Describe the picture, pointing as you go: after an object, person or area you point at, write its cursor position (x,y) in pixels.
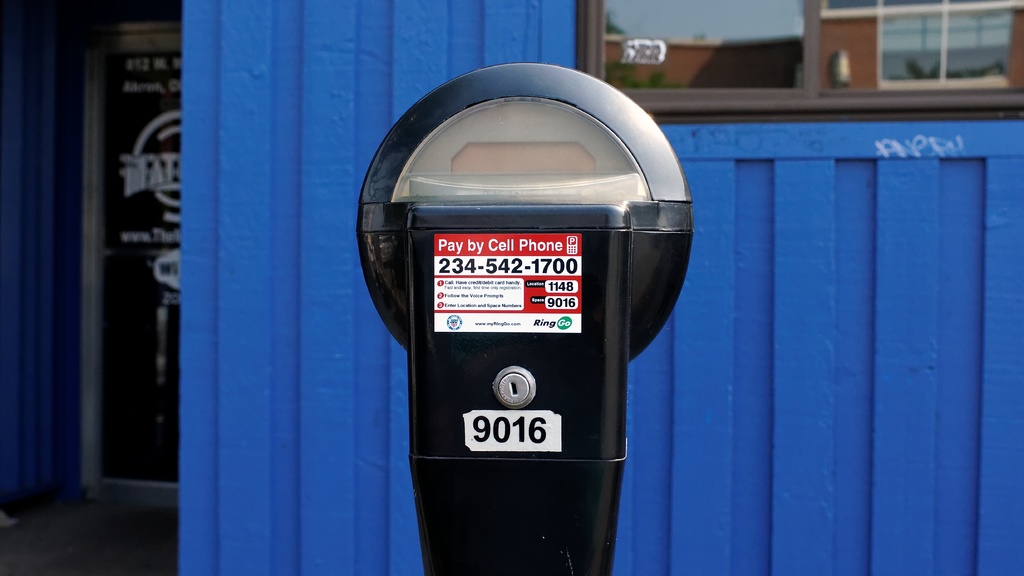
In the image we can see a parking meter (532,380), wall (682,439), window (792,94). In the window (729,77) we can see the reflection (670,82) of the trees (655,80) and the sky (695,10).
